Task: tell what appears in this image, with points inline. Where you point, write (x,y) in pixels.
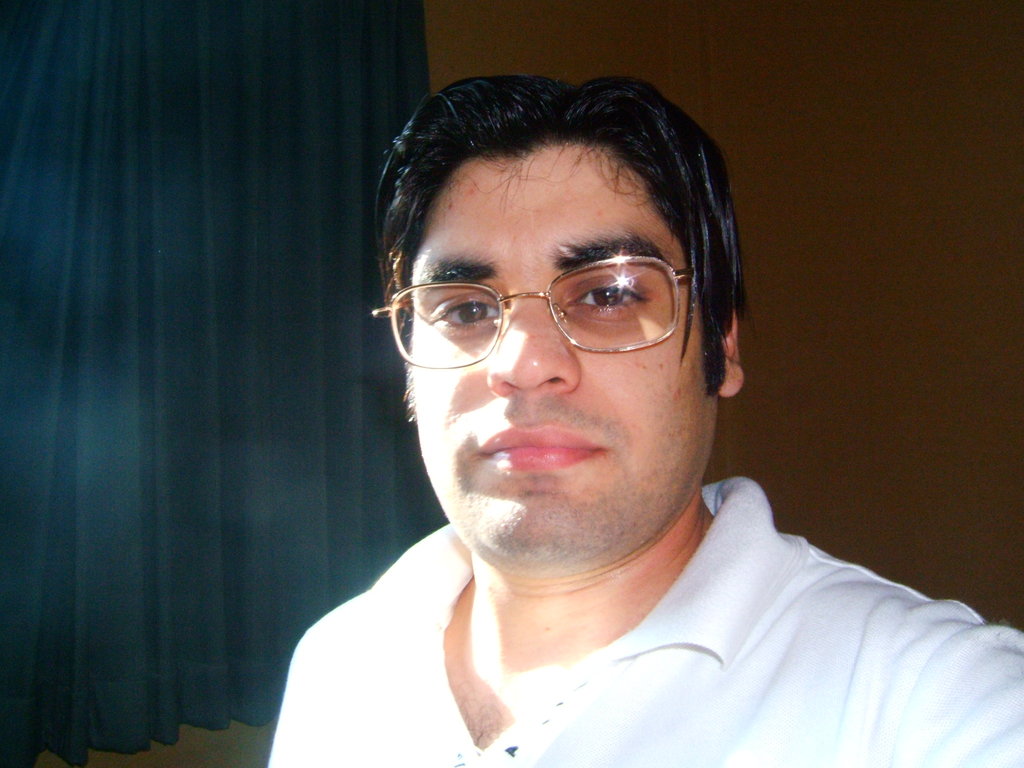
In the background (738,86) we can see curtain (13,126) and the wall (919,162). In this picture we can see a man (805,720) wearing spectacles (422,297).
